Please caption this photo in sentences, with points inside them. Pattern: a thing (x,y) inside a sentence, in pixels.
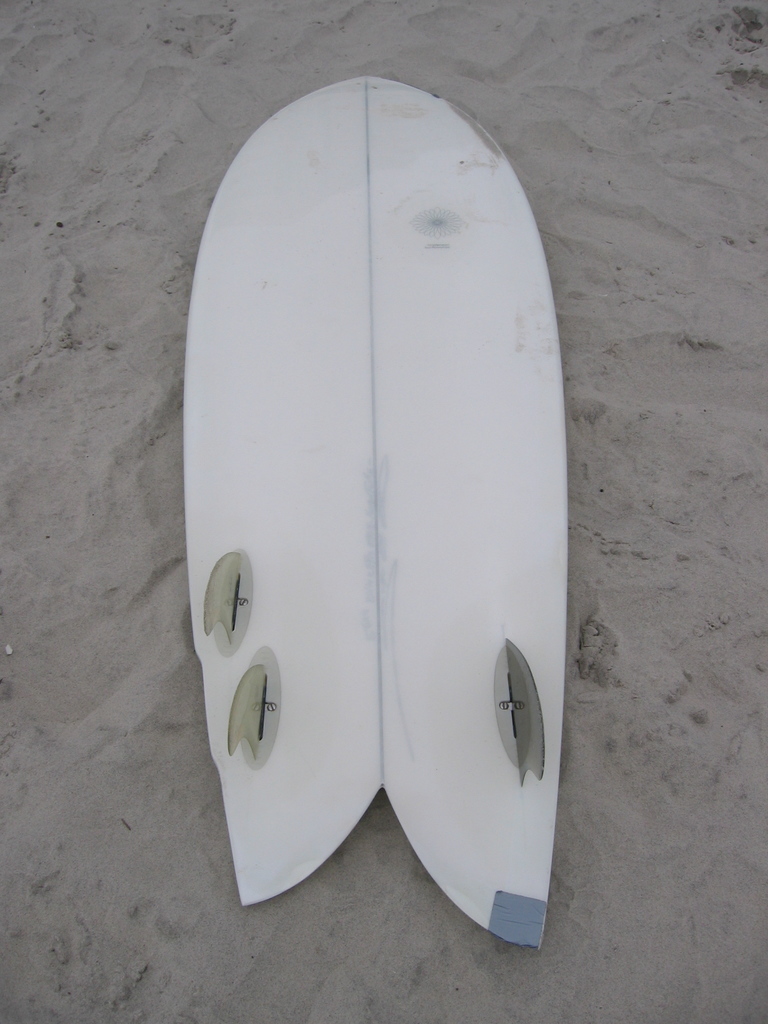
In this image I can see a surfboard (391,539) which is white in color on the sand (67,232) which is grey in color.
